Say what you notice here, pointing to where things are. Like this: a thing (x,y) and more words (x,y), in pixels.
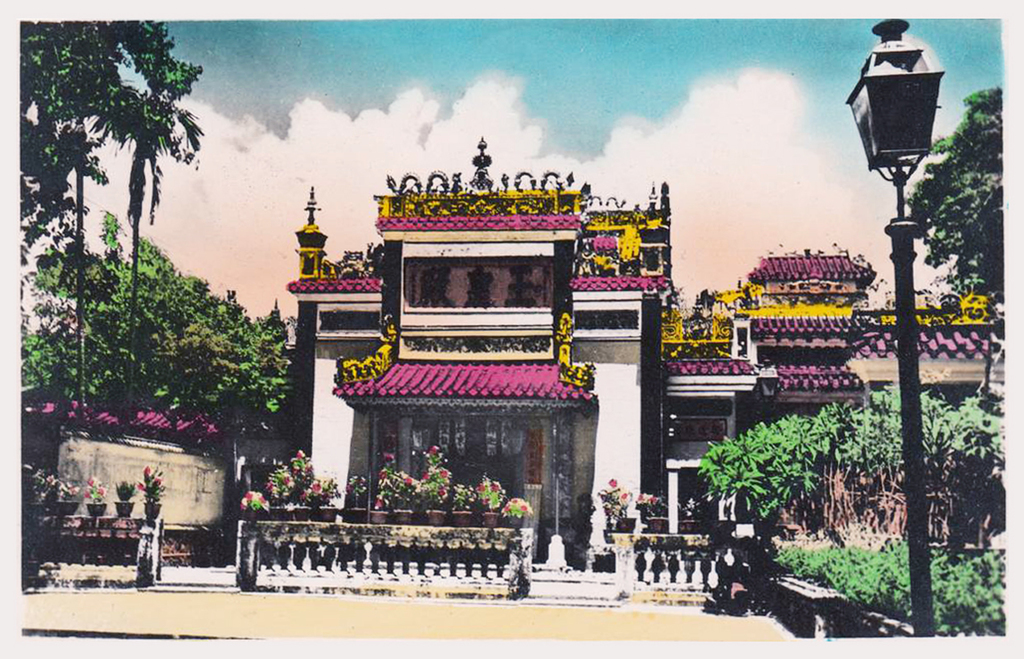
In this image there is a building (369,376). In front of the building (318,362) there is a railing (139,549). There are flower pots (364,499) on the railing (278,542). To the right (807,482) there are plants (859,581) on the ground (870,544). In front of the plants (890,575) there is a light pole (908,489). Behind the building (494,381) there are trees (938,201). At the top (384,95) there is the sky (352,109).
